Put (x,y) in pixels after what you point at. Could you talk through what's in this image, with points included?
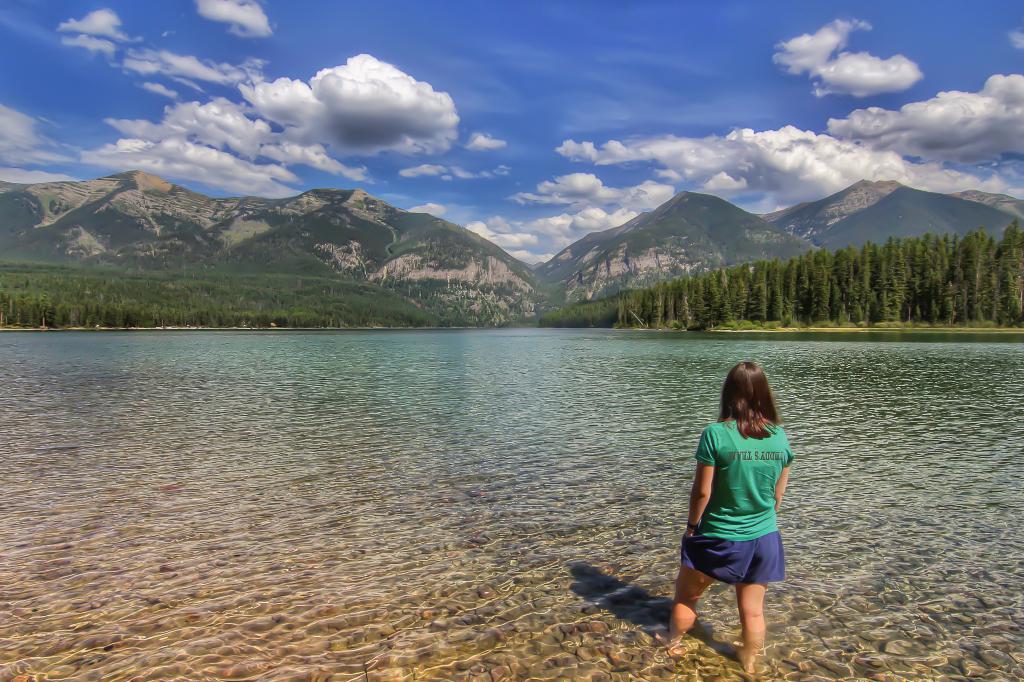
In this image we can see a lady (745,542) standing in the water (766,639). In the background (598,291) there are hills (386,289), trees (712,309) and sky (524,167). At the bottom (167,539) there is water (422,523).
